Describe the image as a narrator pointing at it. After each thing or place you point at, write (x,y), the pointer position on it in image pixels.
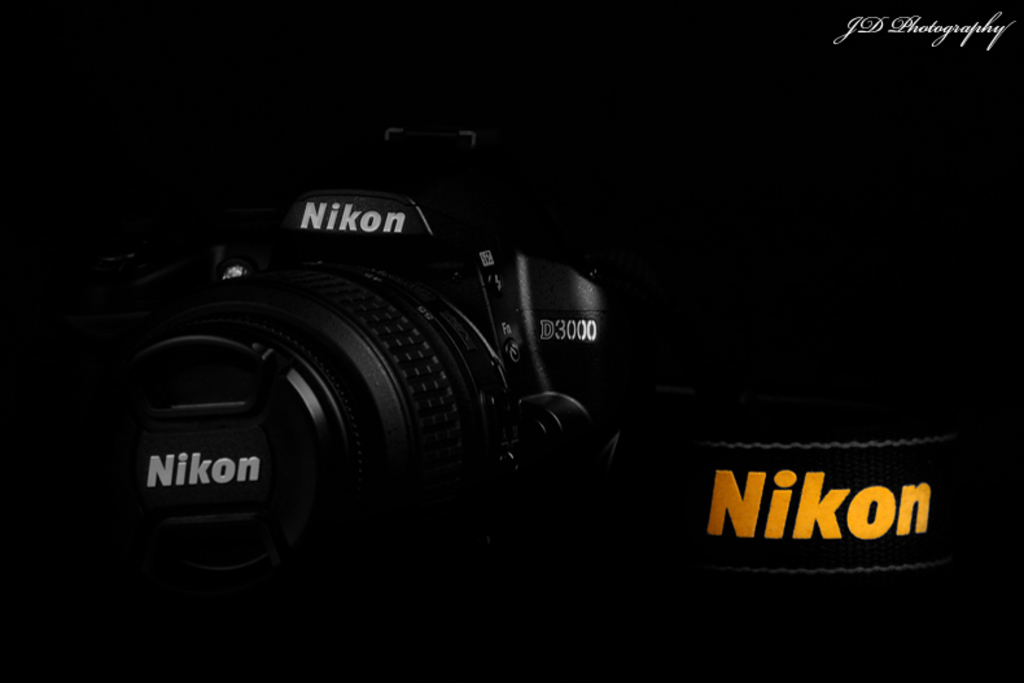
In this image, I can see a Nikon camera (155,500), which is black in color. The background (103,50) looks dark. At the top right side of the image (999,15), I can see the watermark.
